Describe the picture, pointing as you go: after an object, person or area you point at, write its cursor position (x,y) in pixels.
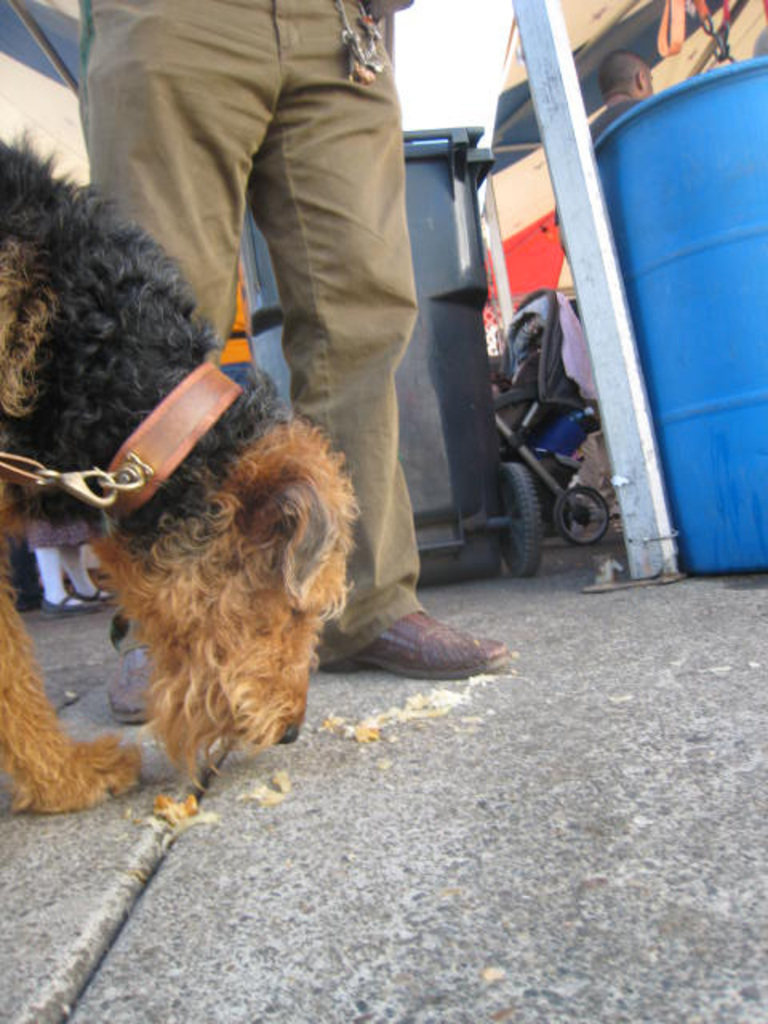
In this picture we can see a dog (152,653) on the ground (432,753), some people (409,294), bin (461,345), stroller (534,400), clothes (576,364) and some objects (519,201).
